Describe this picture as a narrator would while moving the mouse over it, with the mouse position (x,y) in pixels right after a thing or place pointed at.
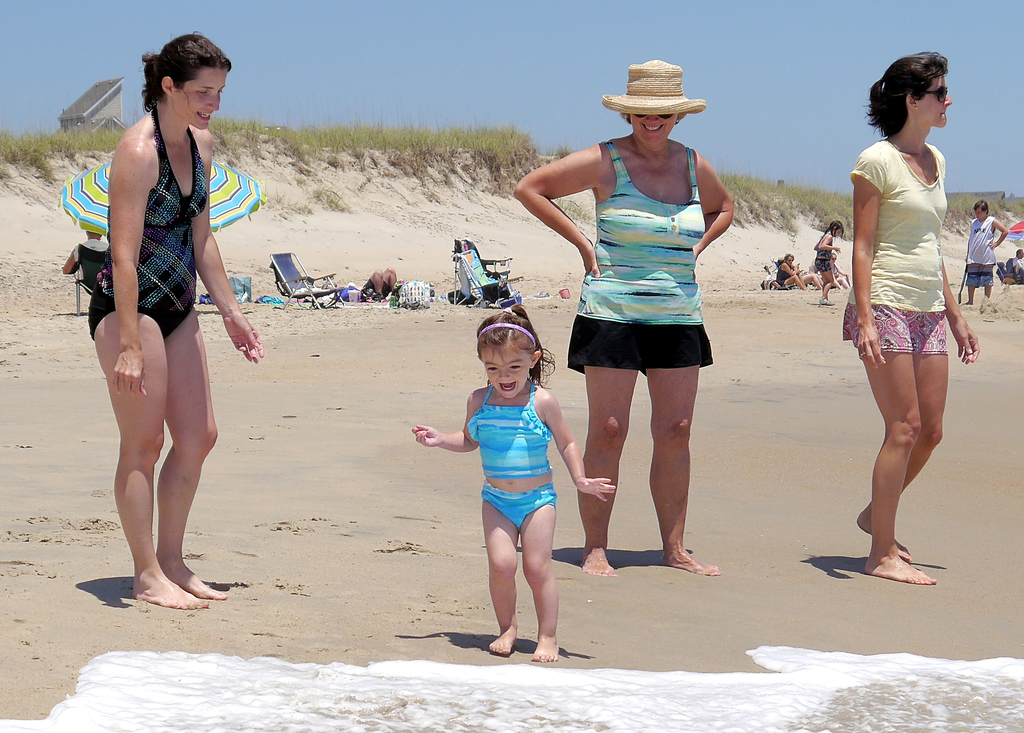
In the image there are four people (596,409) standing on the sand surface (838,547) in front of the waves (814,655) and behind them there are many other people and there are also some chairs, and umbrella (214,184) and other objects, in the background (89,136) there is a lot of grass (847,218) on the sand (4,189).
